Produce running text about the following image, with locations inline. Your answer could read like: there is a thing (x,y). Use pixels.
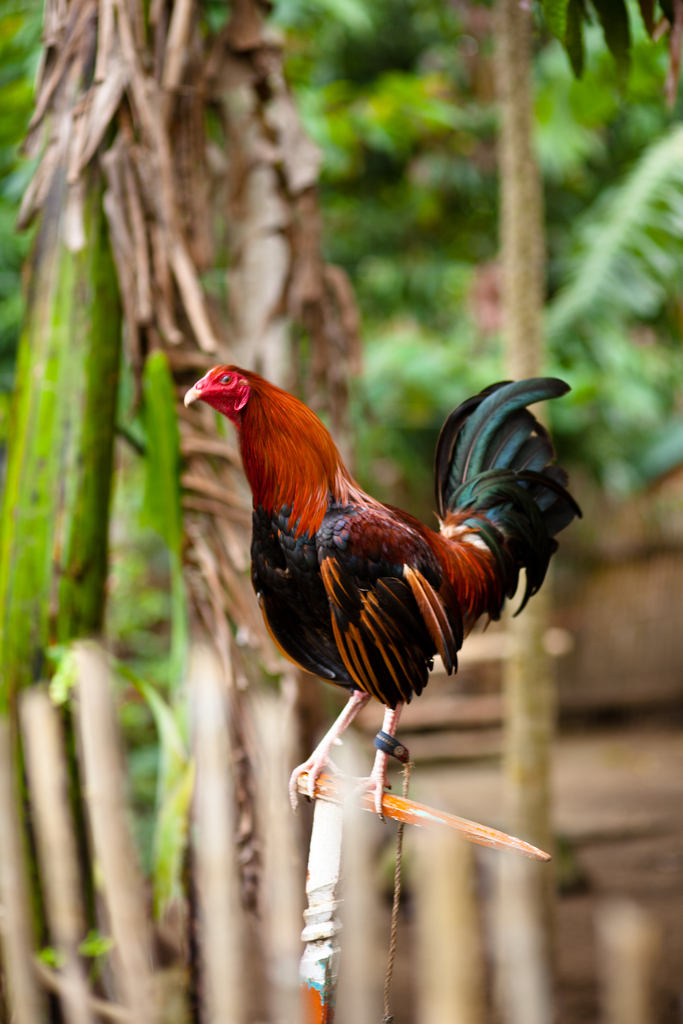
In this image we can see a rooster (358,669) and there is a thread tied to one of the leg (379,764) and it is holding a stick (336,809) with its legs (379,804) and they are on a stick (312,863). In the background (261,230) we can see trees (599,177) on the ground (417,723).
